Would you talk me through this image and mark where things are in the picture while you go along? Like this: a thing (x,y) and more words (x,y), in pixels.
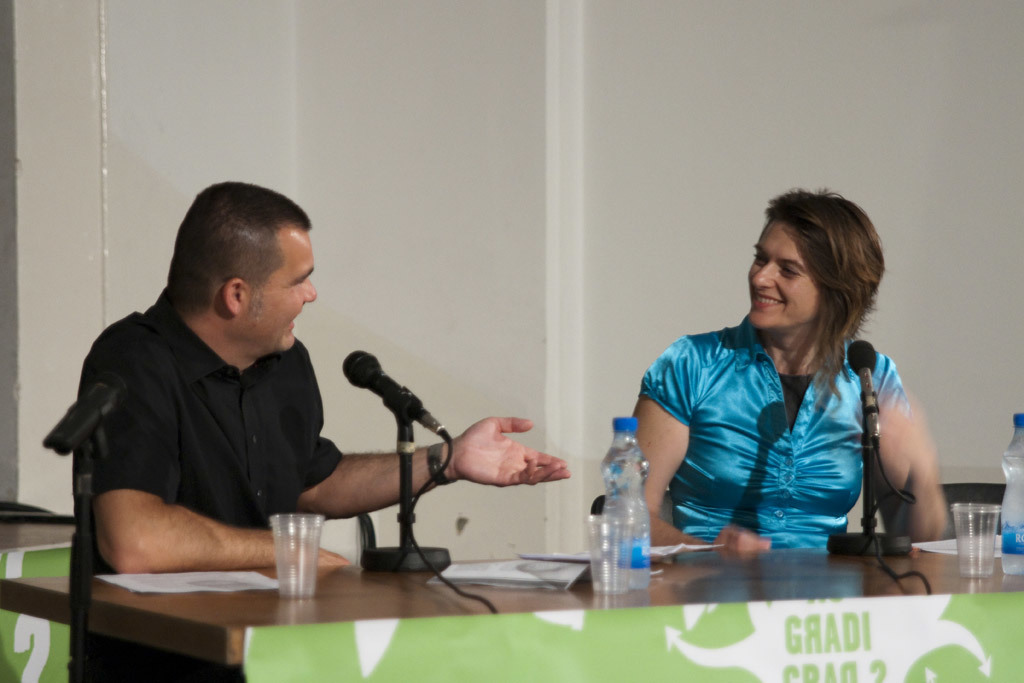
This is a wall (679,88). We can see two persons (906,414) sitting on chairs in front of a table (701,579) and on the table (408,575) we can see mikes (833,541), water glasses (984,539), bottles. These two persons (250,432) talking and smiling.
